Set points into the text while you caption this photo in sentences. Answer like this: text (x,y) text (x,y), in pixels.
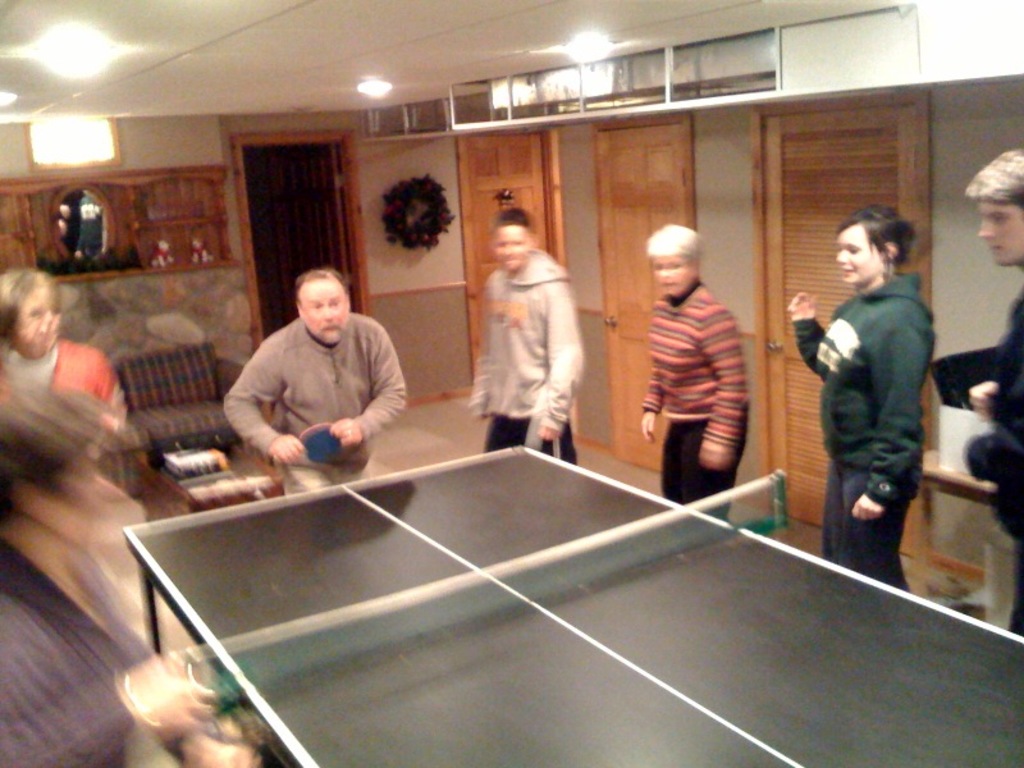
In this picture we can see so many people (30,508) are standing and one person (358,393) is playing table tennis back side we can see one chair (190,379) and doors (506,174) there is a light (107,135) at the background (102,148).
